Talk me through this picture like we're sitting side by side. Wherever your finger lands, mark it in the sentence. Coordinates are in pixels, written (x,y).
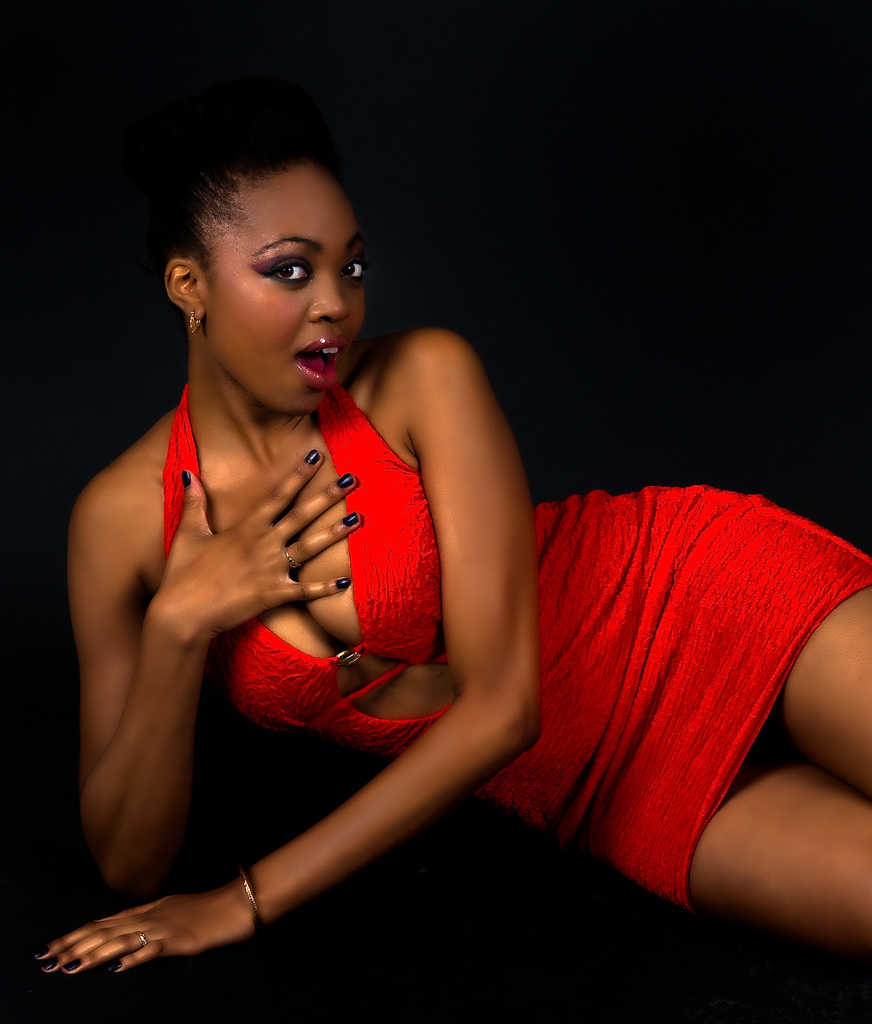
In this picture we can see a woman (370,601) in the red dress (612,696) is laying on the floor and behind the woman (197,507) there is a black background (69,99).
